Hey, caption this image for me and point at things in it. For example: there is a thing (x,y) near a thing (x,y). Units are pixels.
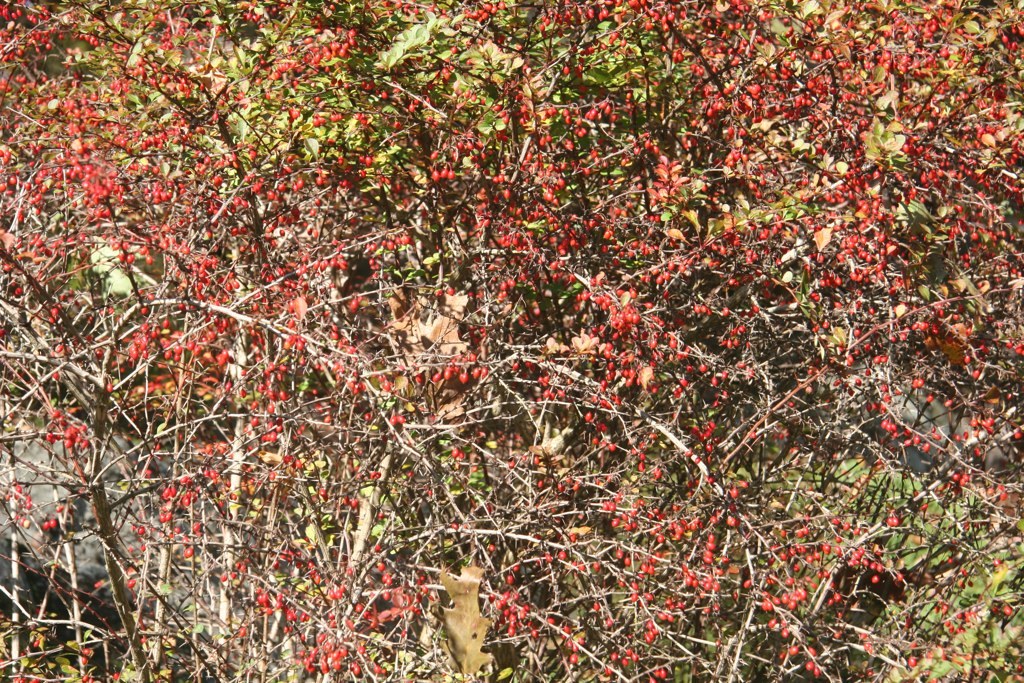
In the image we can see leaves (463,44) and fruits (437,125).
